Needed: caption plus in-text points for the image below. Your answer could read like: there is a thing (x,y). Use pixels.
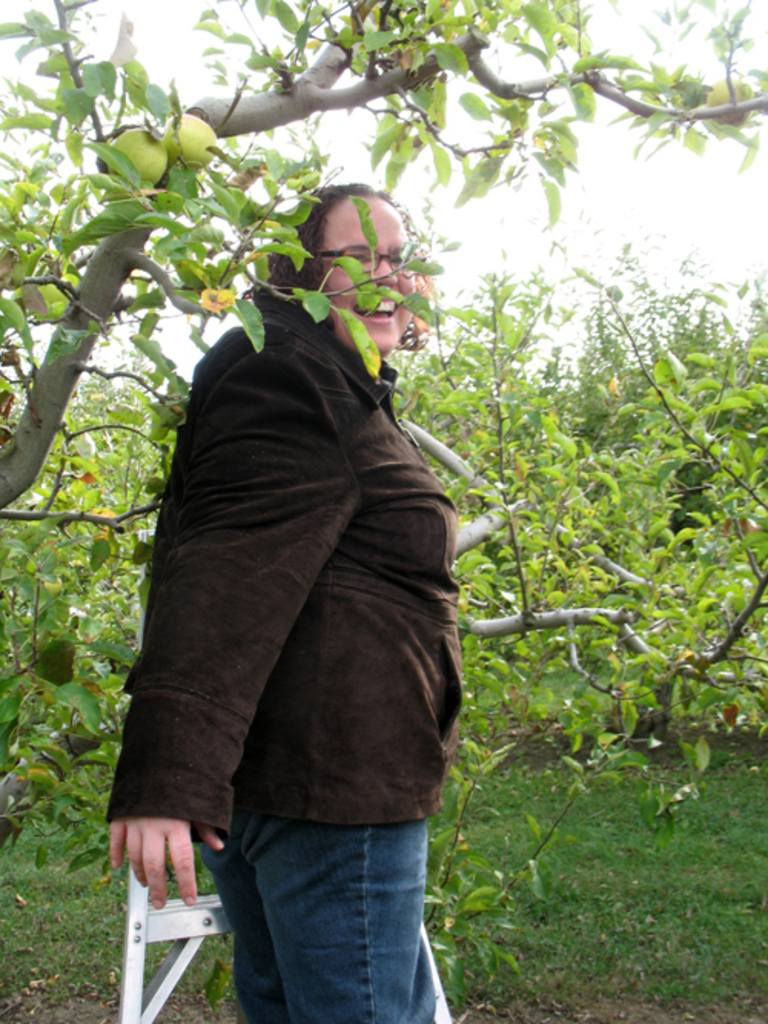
In this image we can see a lady (226,679) standing on a ladder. There are many trees (480,501). On the ground (632,853) there is grass (649,860). In the background (640,190) there is sky (597,204).
